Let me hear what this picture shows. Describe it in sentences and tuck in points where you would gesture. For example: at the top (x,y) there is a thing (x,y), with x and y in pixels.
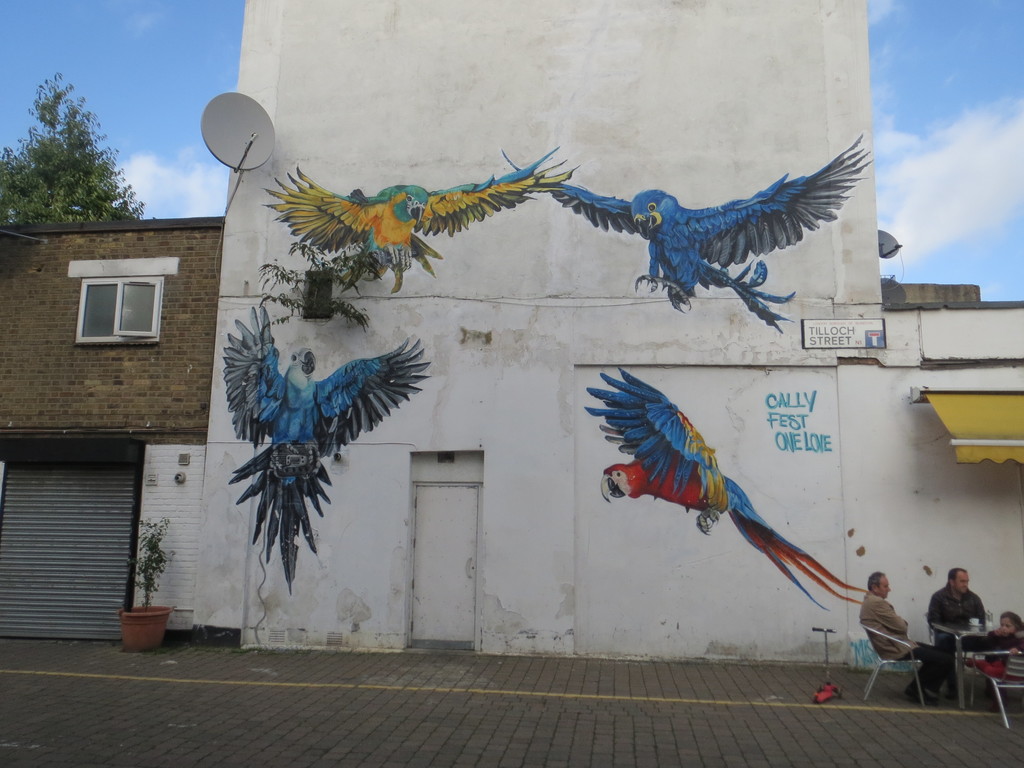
There is paintings (783,205) of the birds (756,523) on the white walls (758,124). On the right side (1010,635), there are persons (948,607) sitting on the chairs (1023,686) in front of the table (970,625) on which, there are some objects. On the left side (139,636), there is a window (151,287) of the building (111,284) and a pot plant (156,630) on the footpath (81,642). Above them, there is a roof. In the background (150,213), there is a tree (107,203) and there are clouds (933,172) in the sky (919,140).
